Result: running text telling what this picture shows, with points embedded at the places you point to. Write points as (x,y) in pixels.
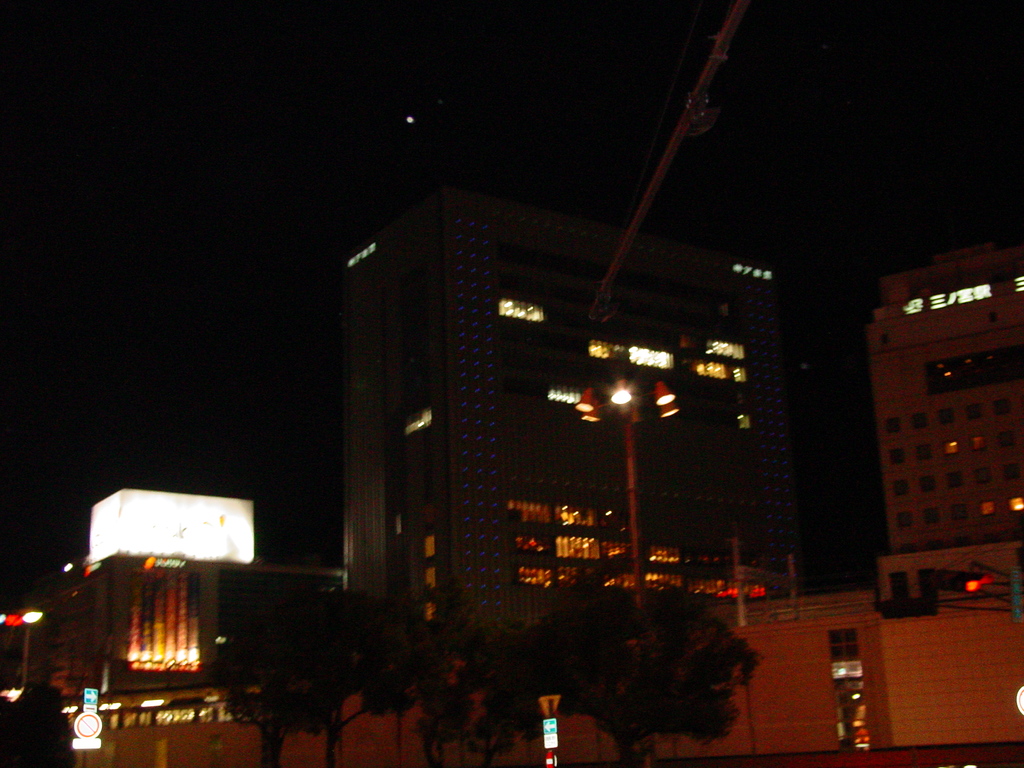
This image looks like it is clicked outside. There are many buildings (606,533) in this image. At the top (145,108), there is a sky (286,243). At the bottom (479,693), there are trees (300,687).
